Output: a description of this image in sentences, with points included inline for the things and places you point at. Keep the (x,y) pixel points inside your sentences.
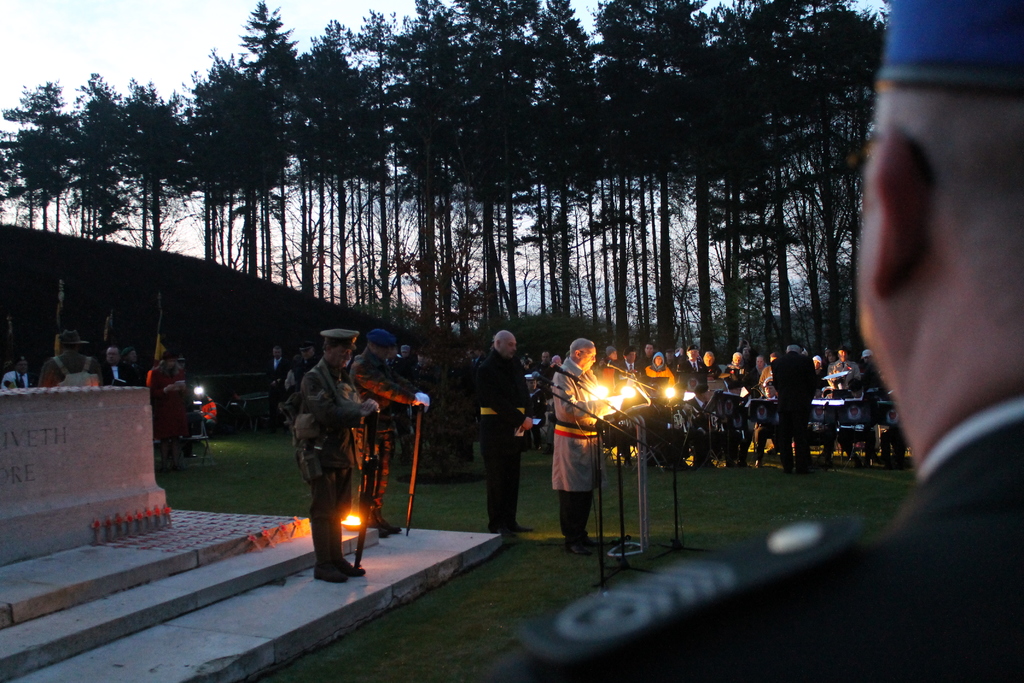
In this image we can see the mountain (168,265), one wall (54,508) with text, some objects (147,515) are on the surface (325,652), some flags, some microphone stands (614,411) with microphones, some lights (607,393), some stands (734,404) with boards (875,423), so many people (764,371) are standing on the ground (421,475) and holding some objects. Some people (697,427) are sitting, two people (383,408) are standing and holding guns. Some trees (455,440), bushes (431,454), plants (440,444) and grass (450,636) on the surface (438,513). At the top (235,223) there is the sky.
